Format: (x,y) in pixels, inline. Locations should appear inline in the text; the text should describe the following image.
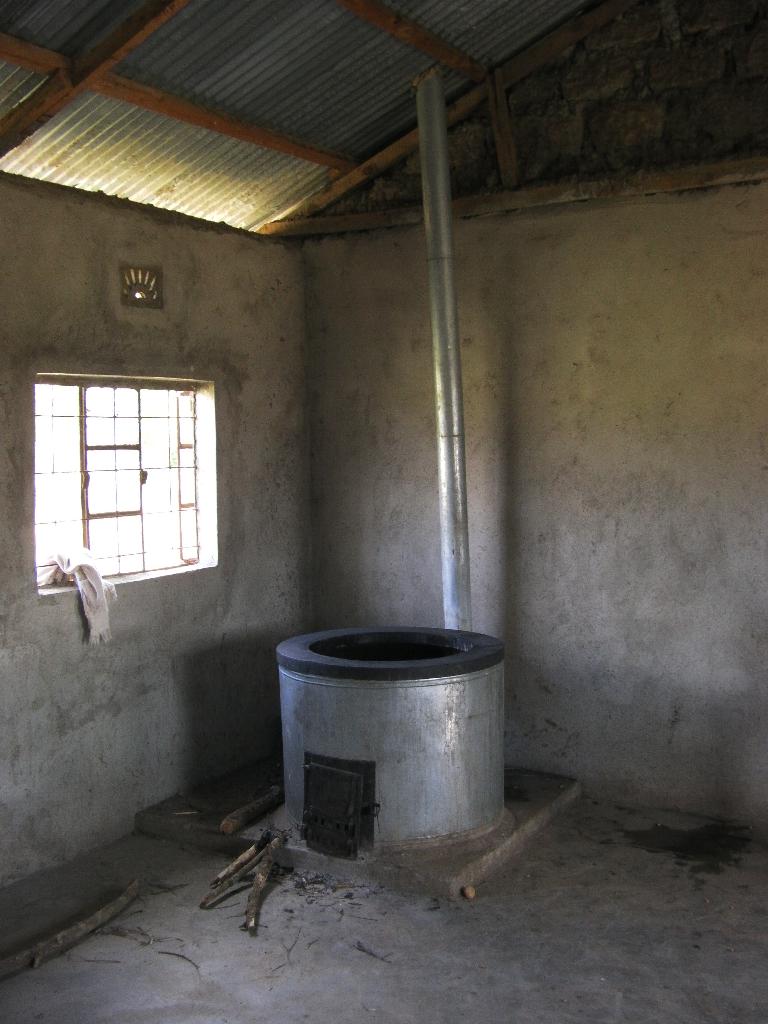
To the bottom of the image (156,854) there is a floor (171,848) with wooden sticks (231,818) on it. And in the corner of the image there is a cylinder shape object (378,714) with black gate (316,790). Behind that there is an iron pole (443,505). To the left corner of the image (105,414) there is a wall (11,325) with a window (92,539) and a cloth (65,577) on it. To the top of the image (240,96) there is a roof (402,104). To the right corner of the image (695,112) there is a wall (610,118) with bricks (638,146).
